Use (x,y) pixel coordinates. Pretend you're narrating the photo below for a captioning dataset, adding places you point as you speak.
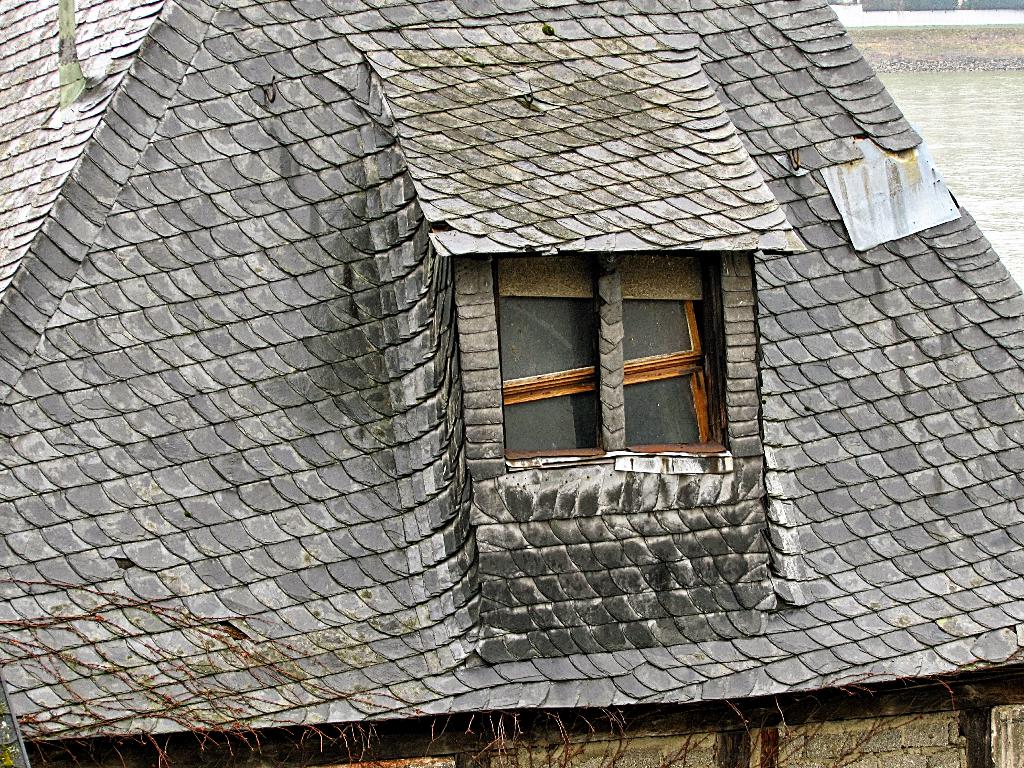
In this image I can see roof (387,313) of a building (568,311) and here I can see window (633,386). I can also see water (945,145) in background (951,122).
